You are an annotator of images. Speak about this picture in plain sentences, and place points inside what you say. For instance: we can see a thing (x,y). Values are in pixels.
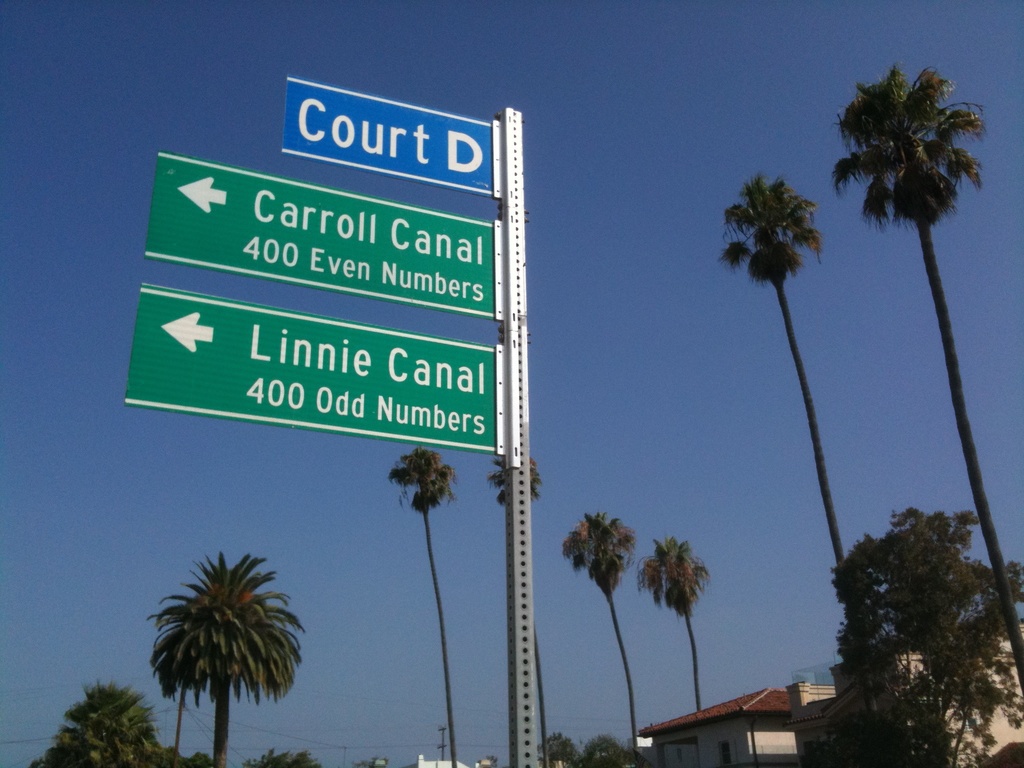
In this picture we can see blue and green color street naming board (463,132) on the pole (513,375). Behind there is a coconut trees (920,196), house (799,722) and roof tiles (763,709).
